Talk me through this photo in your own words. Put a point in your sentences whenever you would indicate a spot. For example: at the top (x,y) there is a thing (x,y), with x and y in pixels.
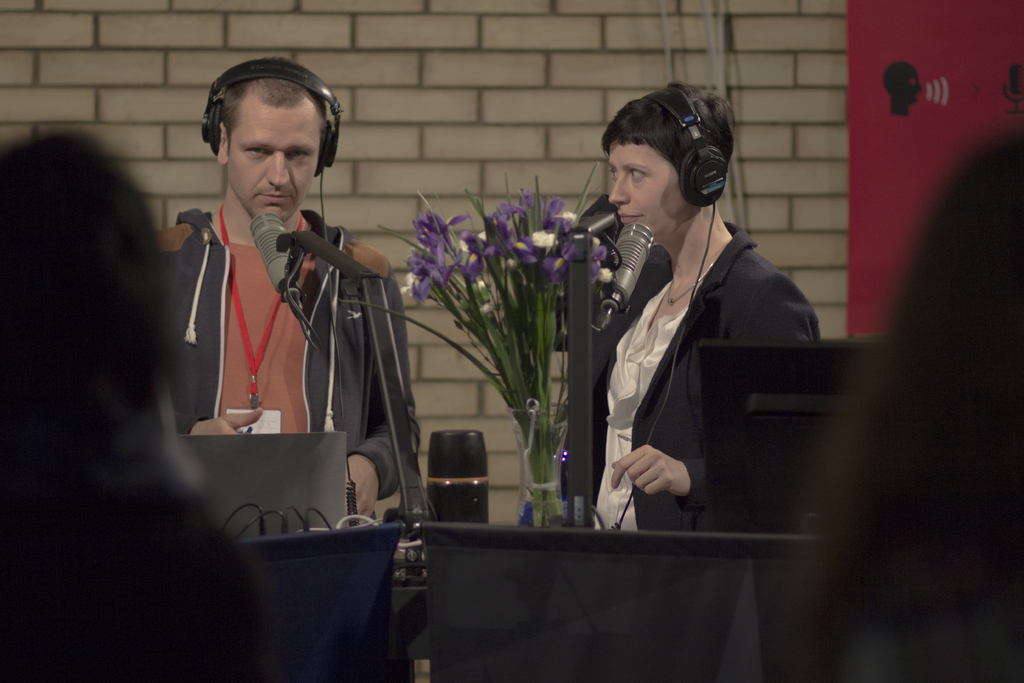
In this image there are two persons (297,404) wearing a headset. In front of them there is a table (448,588) and on top of it there are laptops (221,462), flower pot (544,300), mikes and a few other objects (457,497). In front of the image there are two people (907,552). In the background of the image (643,57) there is a wall (609,72).
